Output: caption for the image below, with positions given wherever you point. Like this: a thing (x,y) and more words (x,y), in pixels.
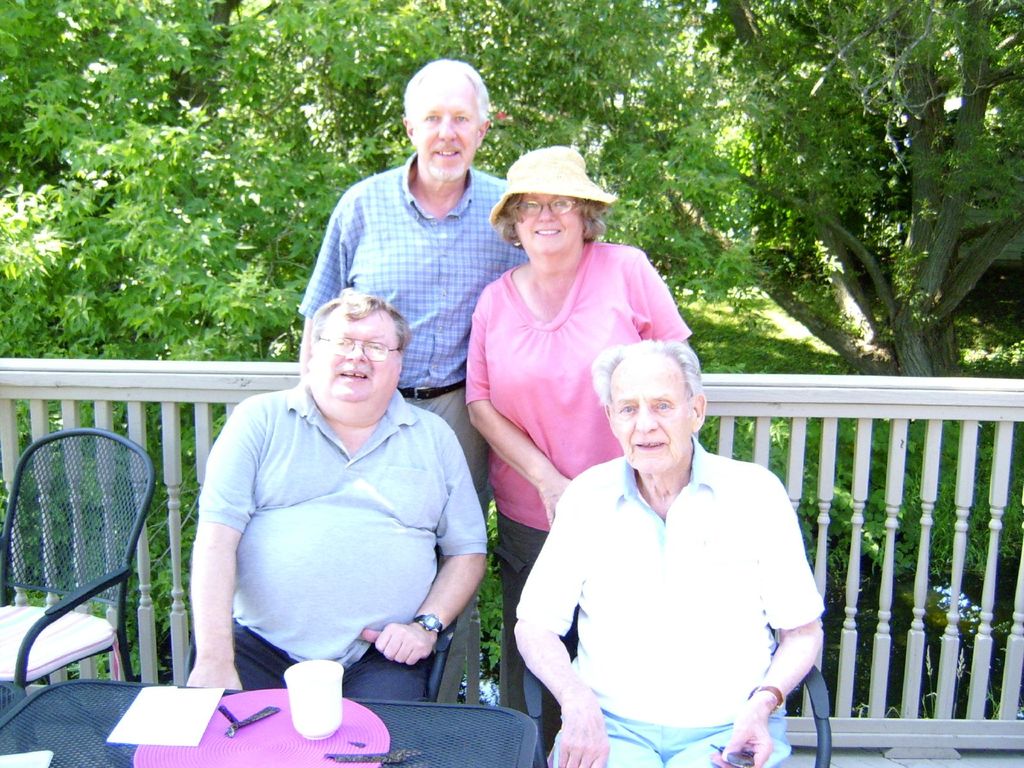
In the center of the image (344,511) two mans (450,600) are sitting on a chair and two persons (488,230) are standing. In the background of the image (379,151) we can see some trees (625,202) are there. At the bottom of the image (300,735) there is a table (293,730). On the table (417,733) we can see paper (165,730), glass (290,682) and some objects (315,747) are there. On the left side of the image (83,560) a chair (103,543) is there. In the middle of the image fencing (940,752) is there. At the bottom of the image (856,756) floor (873,757) is there.
